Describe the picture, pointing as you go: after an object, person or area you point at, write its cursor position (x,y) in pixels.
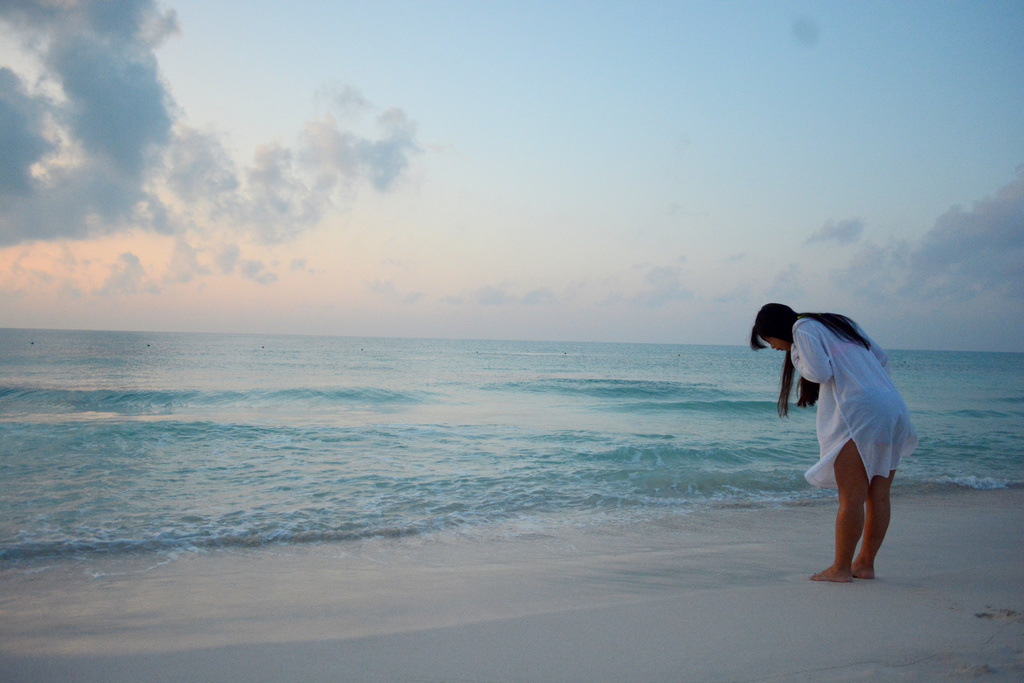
In this image, I can see a person (861,562) standing on the sand (832,588). In front of the person (871,386), I can see the sea (374,405). In the background (88,261), there is the sky (361,189).
